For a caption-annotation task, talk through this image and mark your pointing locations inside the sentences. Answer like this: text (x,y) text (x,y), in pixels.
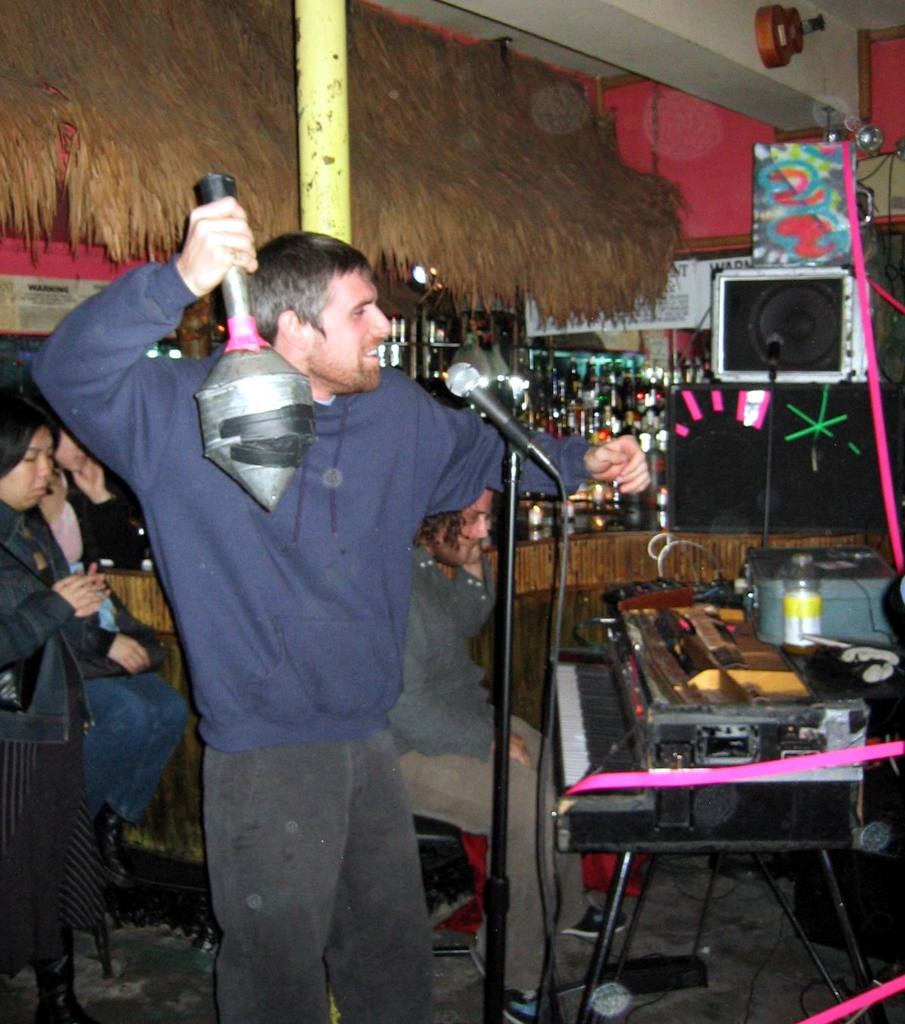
On the left side (148,399), there is a person (372,538) holding an object (251,352), smiling and standing in front of a microphone (504,418) which is attached to a stand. Behind him, there is a woman (51,702) standing. In the background (94,638), there are other persons (479,520) sitting, there are bottles (571,368), speakers (836,301), a musical instrument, a wall (737,167) and other objects (848,750).
